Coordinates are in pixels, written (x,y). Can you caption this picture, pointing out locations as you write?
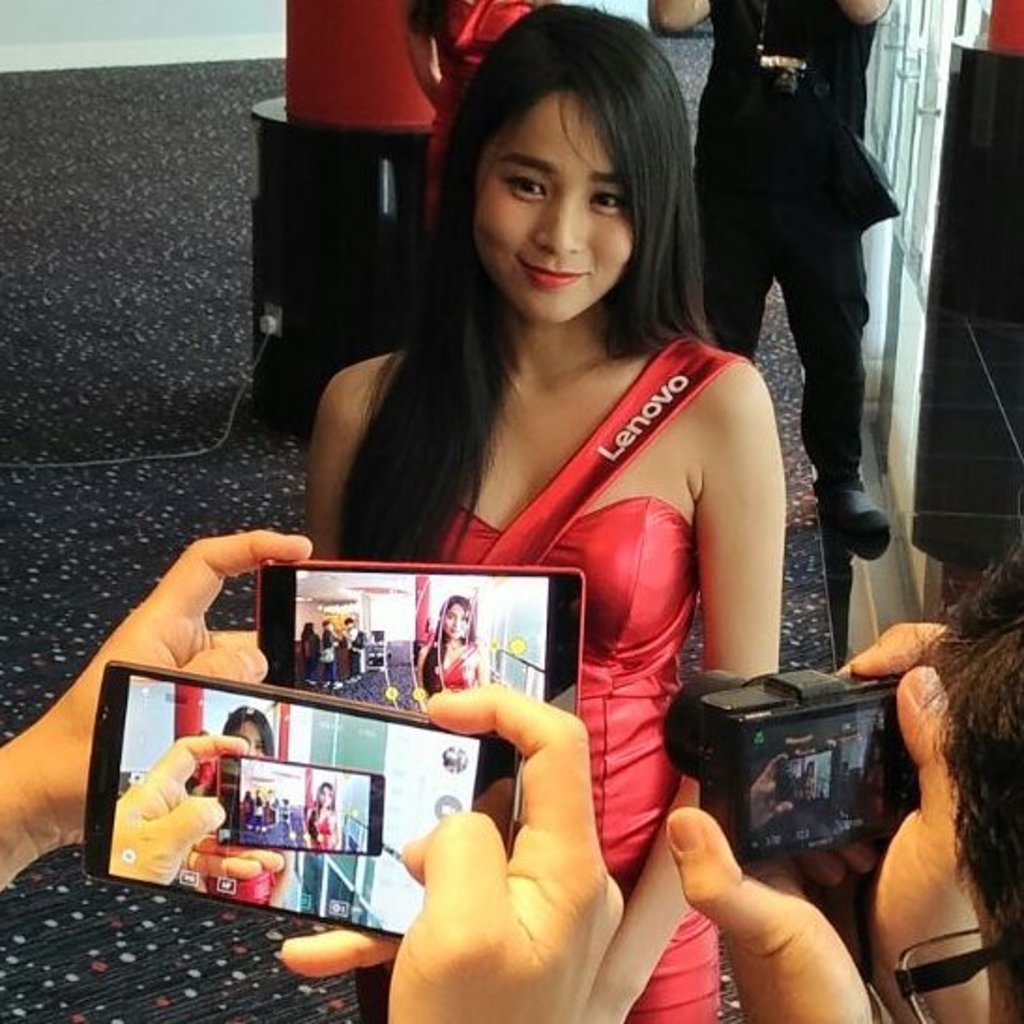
In the foreground (354,769), I can see two persons (448,721) are holding mobiles (337,797) and a camera (843,793) in hand (905,725) and three persons (561,22) are standing on the floor (167,337). In the background (886,347), I can see a wall (882,331), table (376,162) and some objects (372,131). This image taken might be in a hall (800,462).
